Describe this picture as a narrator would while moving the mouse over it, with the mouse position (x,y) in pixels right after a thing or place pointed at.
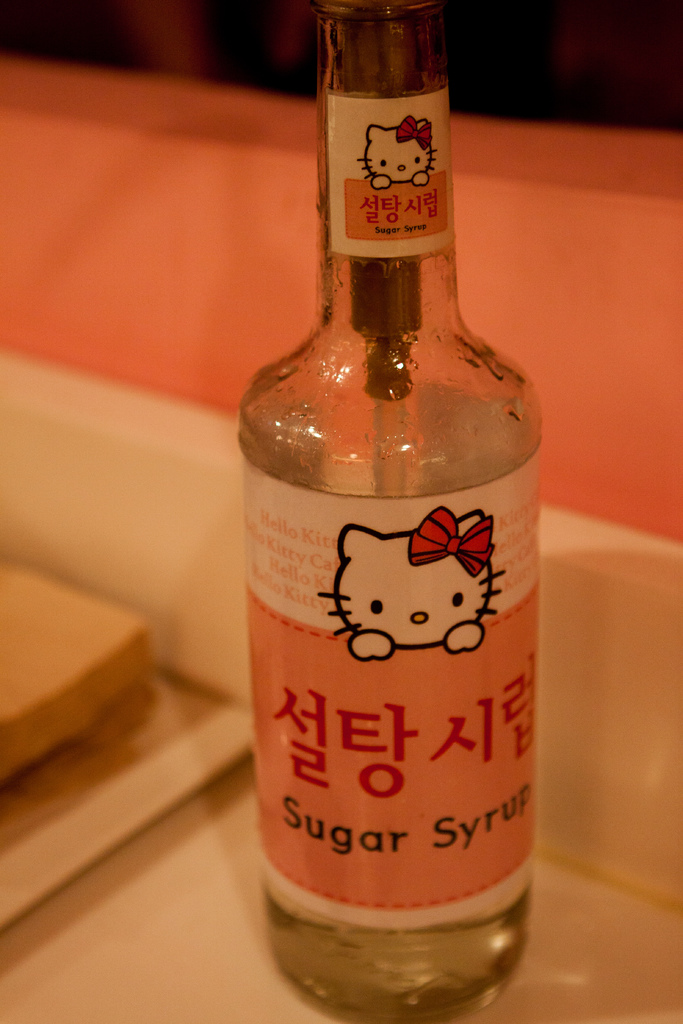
In this picture, There is a bottle (488,789) which is in orange color and there is a table (133,889) which is in white color.
